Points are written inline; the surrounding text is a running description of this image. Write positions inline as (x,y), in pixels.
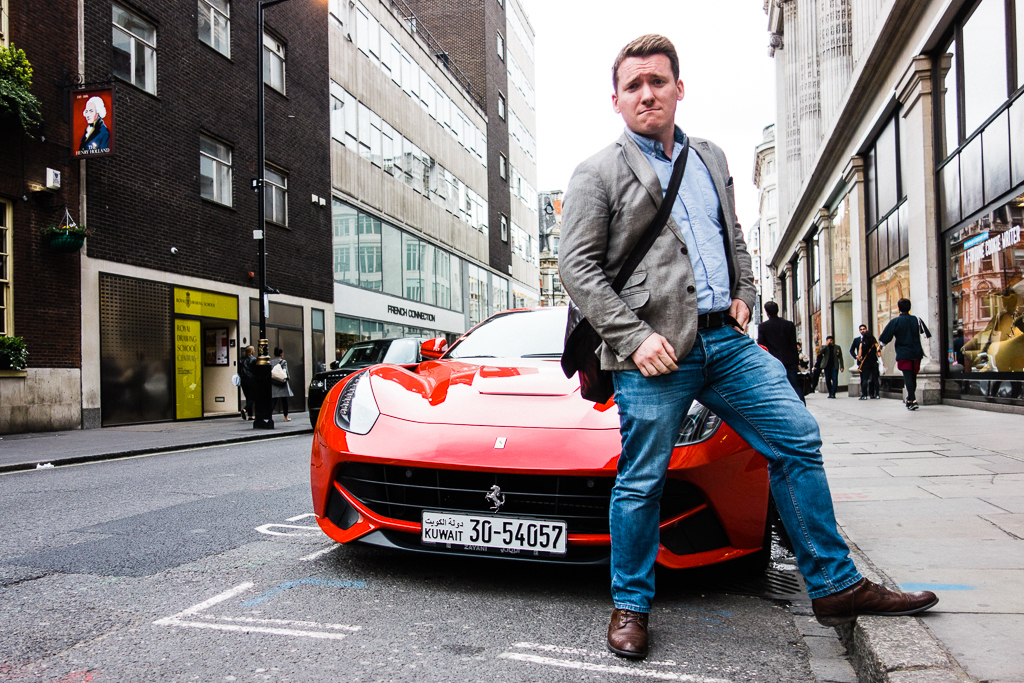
In this picture there is a man (689,224) who is standing near to the red car (569,449). On the right (906,344) I can see many people (890,338) who are walking on the street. Beside them I can see the posters (1000,311) on the wall (922,270). On the left (325,391) I can see black color car (360,358) which is parked near to the street light (263,353). In the back (530,265) I can see the buildings (407,265). At the top (669,1) I can see the sky (624,15). In the top left (100,118) I can see the pole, tree (15,49) and poster (83,117) of a person (100,118).
